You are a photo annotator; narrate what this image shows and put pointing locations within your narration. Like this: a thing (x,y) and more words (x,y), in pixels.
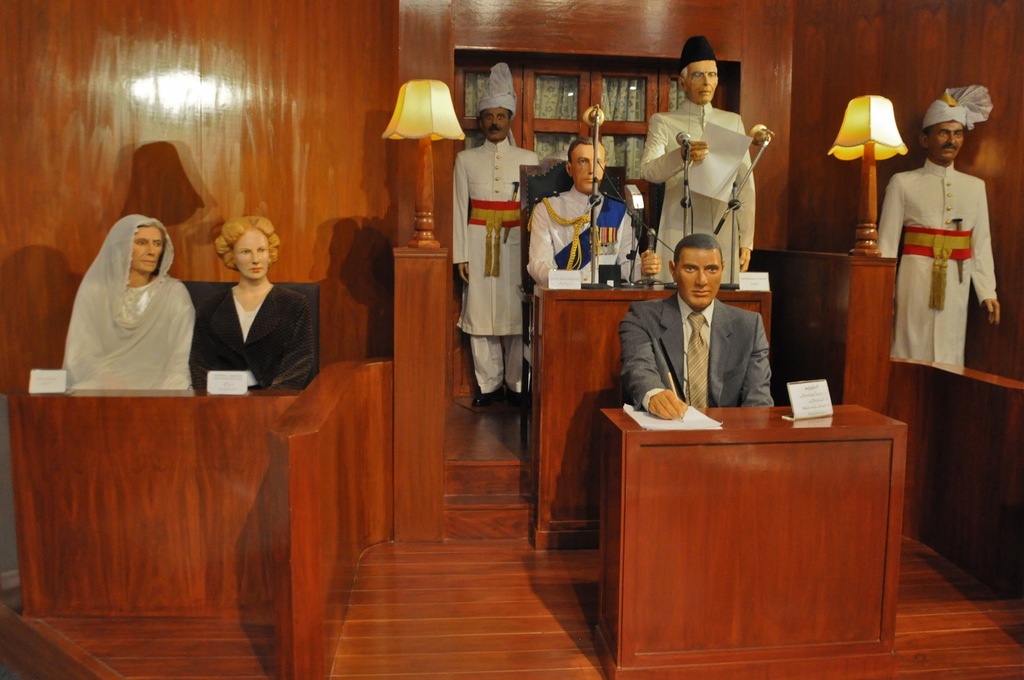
In this picture we can see statues (506,390) and lamps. We can see boards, microphones (594,240), papers (641,421) and objects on tables (613,358). In the background of the image (281,131) we can see wooden wall (560,17) and glass (561,115), through glass (545,88) we can see curtain (631,155).
